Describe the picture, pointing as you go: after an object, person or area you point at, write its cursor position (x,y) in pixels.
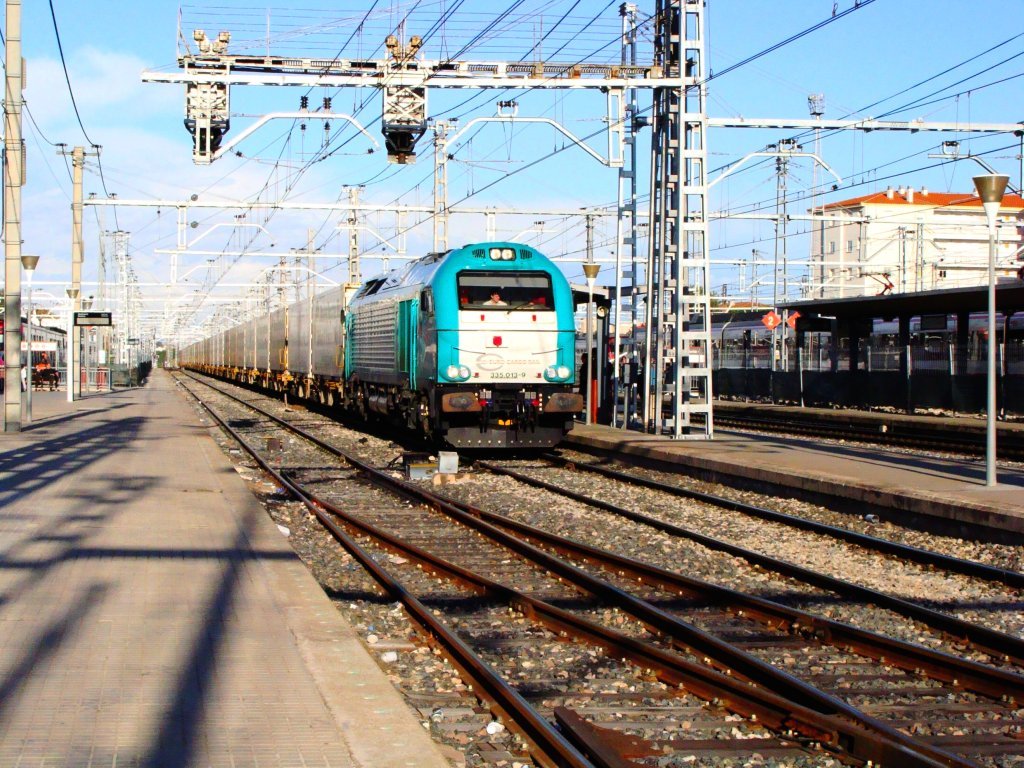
In this picture we can see trains (276,359) on railway tracks (221,378), platform (73,447), poles (18,206), wires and in the background (780,85) we can see the sky (57,240) with clouds (49,226).
